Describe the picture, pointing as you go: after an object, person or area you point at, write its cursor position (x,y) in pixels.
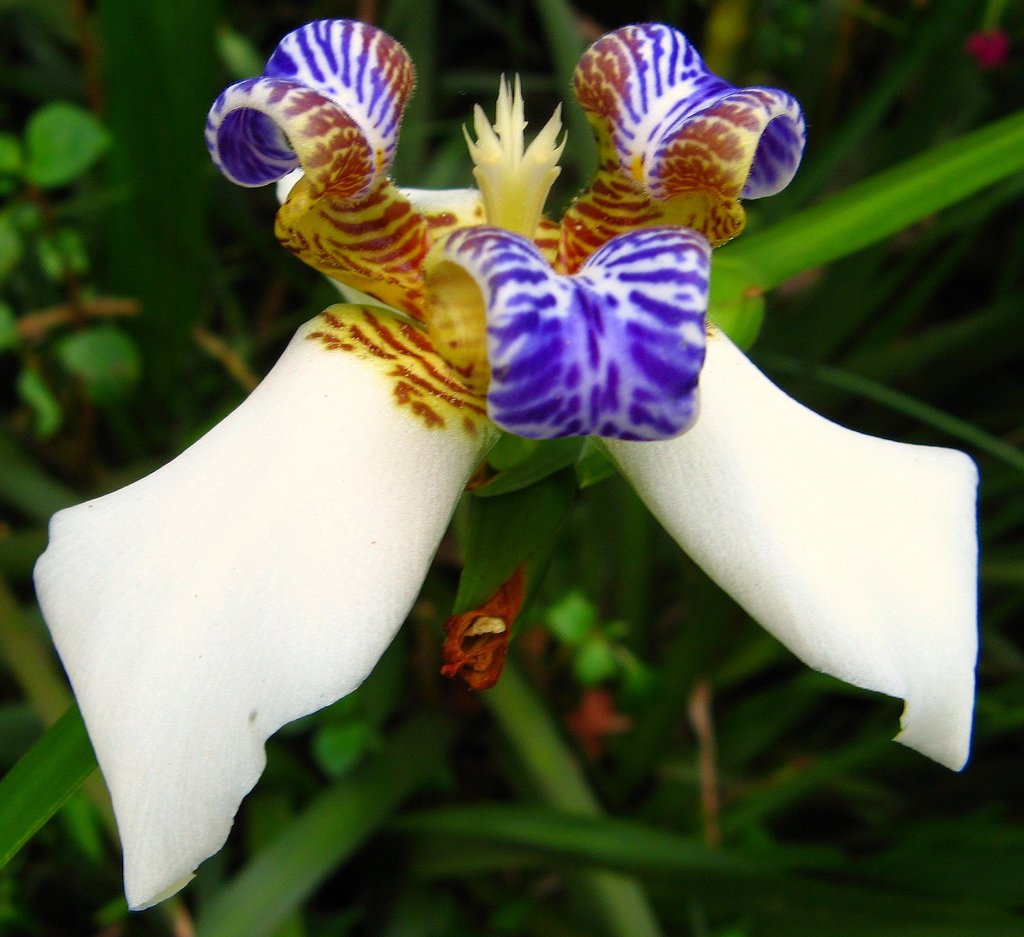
In this picture I can see a flower (341,384) and few plants (477,534) in the background (507,722).
